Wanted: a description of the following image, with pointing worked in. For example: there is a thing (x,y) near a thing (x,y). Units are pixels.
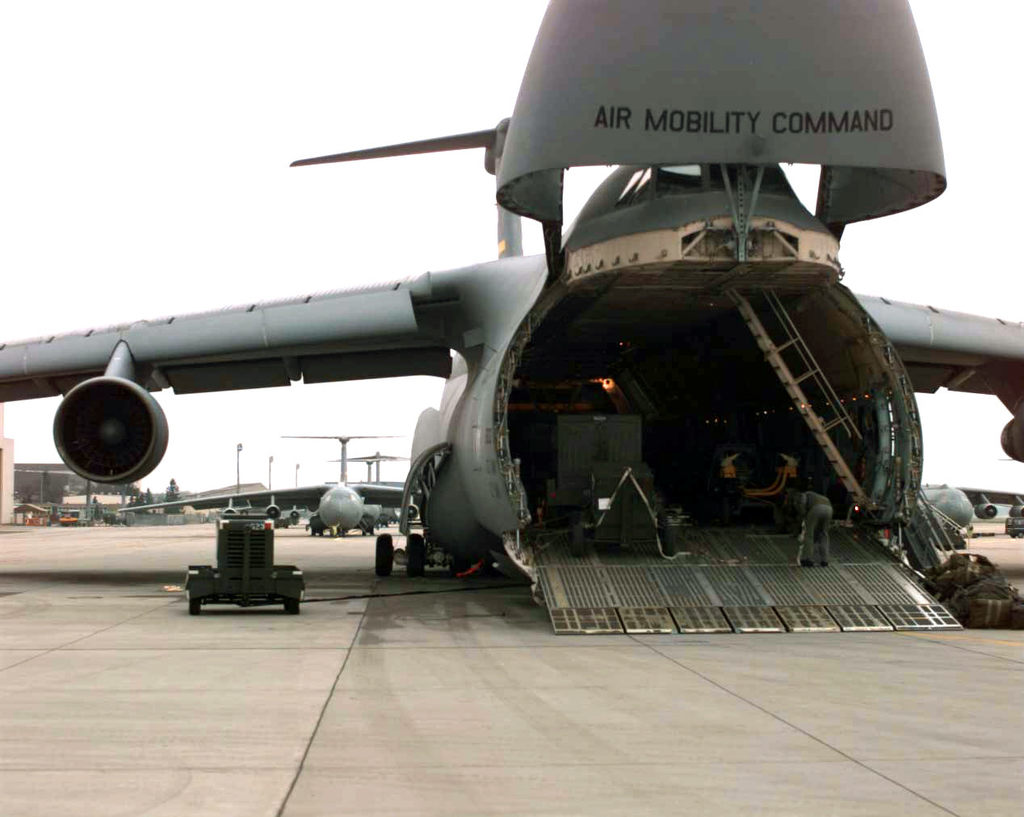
There is a flight (560,361). Inside the flight (701,435) there is a ladder (782,369) and a person (824,516) is standing. On the flight (747,136) something is written. Near to the flight (893,499) there are bags (967,584). In the background (359,490) there is another flight (384,459), poles (270,466) and sky (307,392). Also there is a vehicle (250,581) near to the flight (756,122).
